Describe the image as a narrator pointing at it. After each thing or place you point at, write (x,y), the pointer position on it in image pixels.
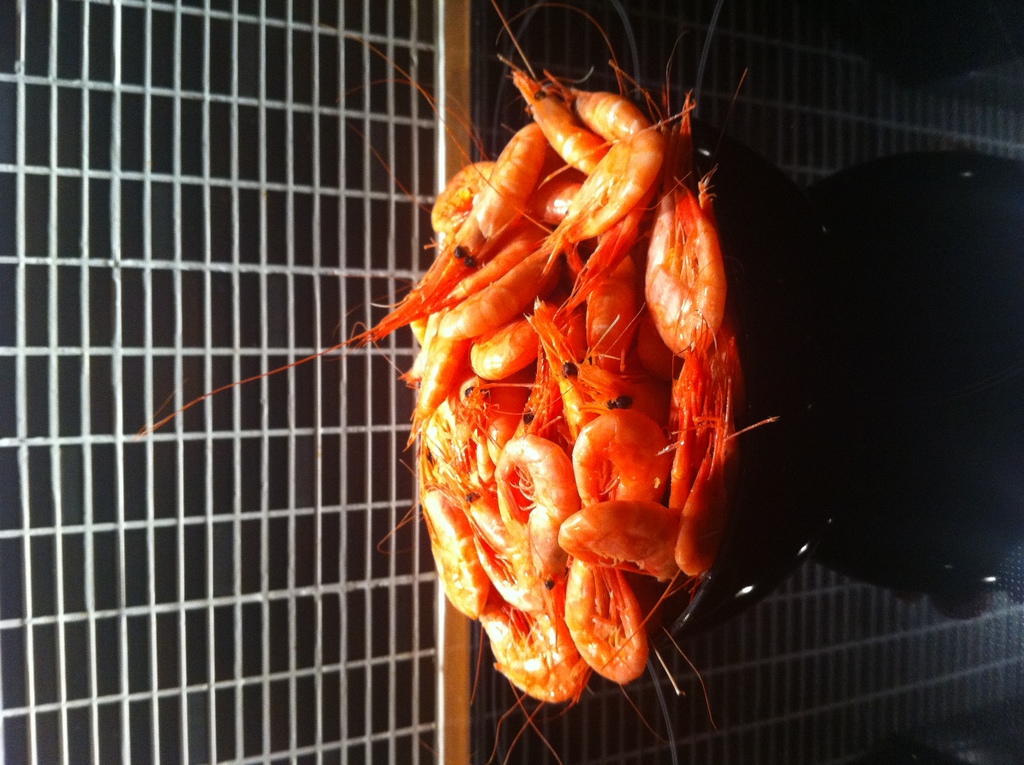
In this picture we can see shrimp (662,382) which is near to the fencing (291,513). Here we can see covers (917,299).
